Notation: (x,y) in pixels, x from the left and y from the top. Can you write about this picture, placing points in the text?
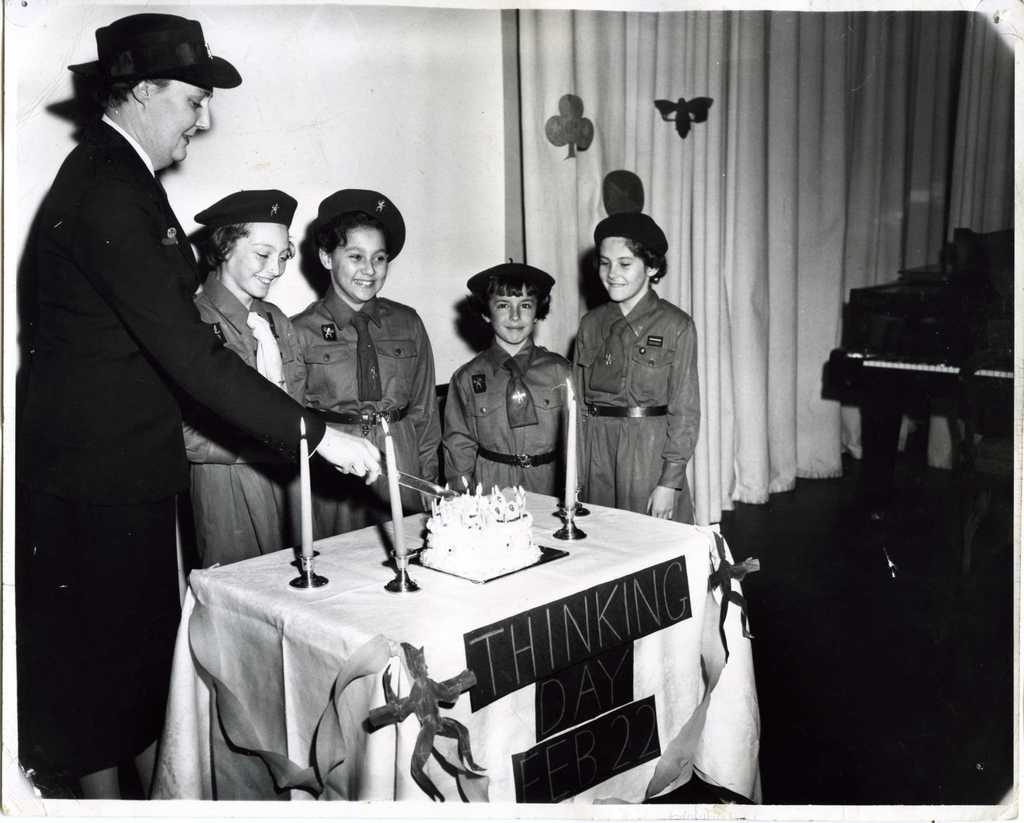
In this image there is a person (160,363) and few kids (558,402) are standing behind the table (547,719) having few candles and a cake (433,567) are on it. Table (471,635) is covered with cloth (481,623). Candles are lighted. Person (156,517) wearing a cap (185,50) is holding a knife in her hand (359,469). Beside her there are few kids (423,360) wearing uniform (653,346) and they are wearing caps (259,211). Right side (985,276) there is a piano (973,269) on the floor (950,581). Beside there is a curtain (677,18). Background there is wall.
